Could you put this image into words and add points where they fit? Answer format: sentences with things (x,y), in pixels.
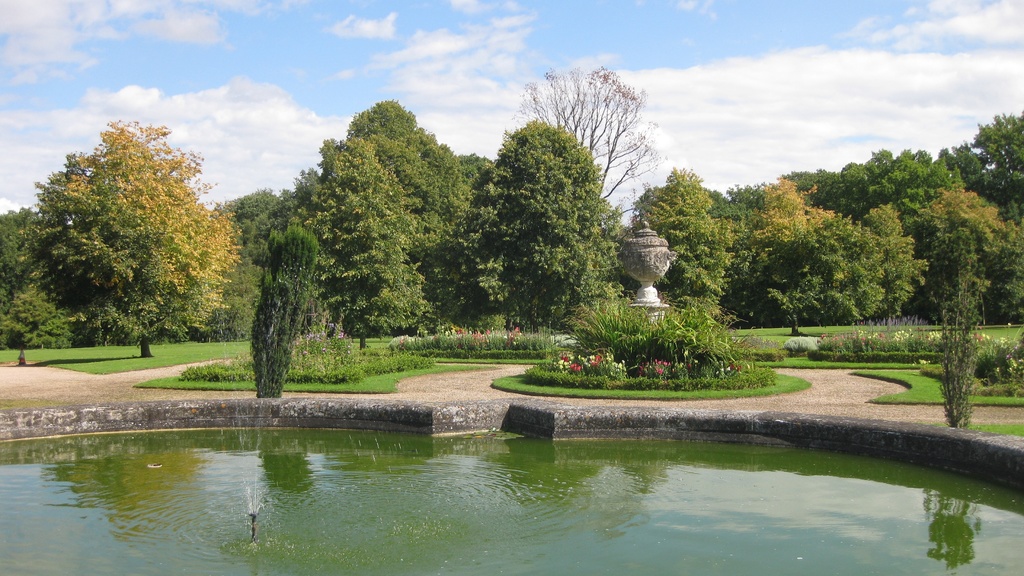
In the foreground of the picture (391,471) there is a fountain (336,493) filled with water (317,435). In the center of the picture (596,364) there are plants (607,376), flowers (607,376), sculpture (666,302) and trees (363,237). In the background (589,196) there are trees (481,182) and sky (696,117).
